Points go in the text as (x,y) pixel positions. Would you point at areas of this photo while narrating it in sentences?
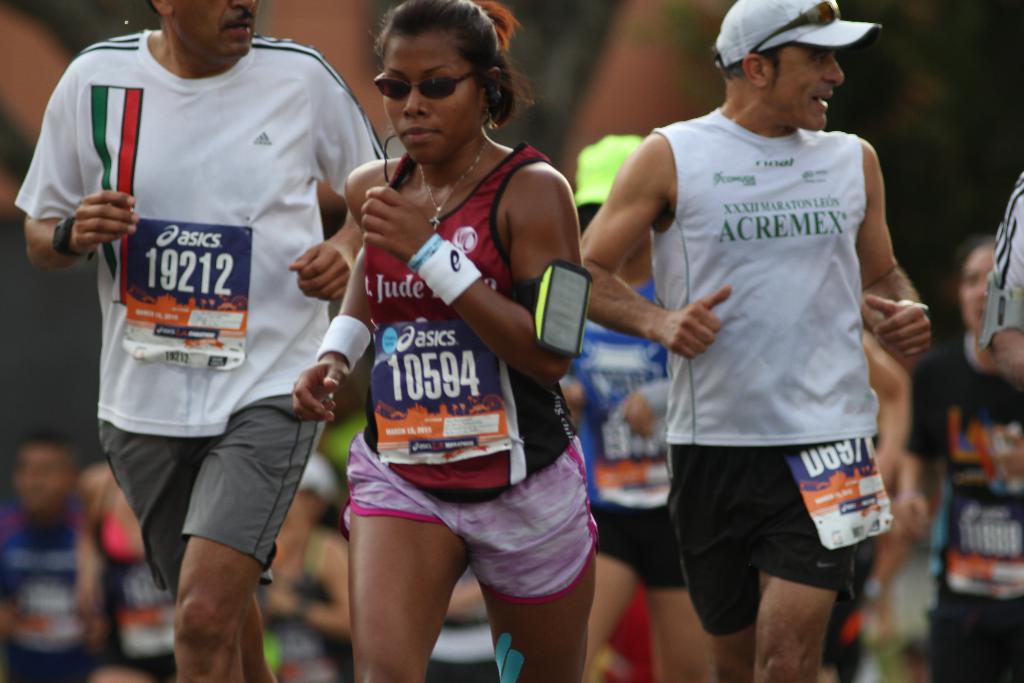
In this image we can see people (531,479) running.
